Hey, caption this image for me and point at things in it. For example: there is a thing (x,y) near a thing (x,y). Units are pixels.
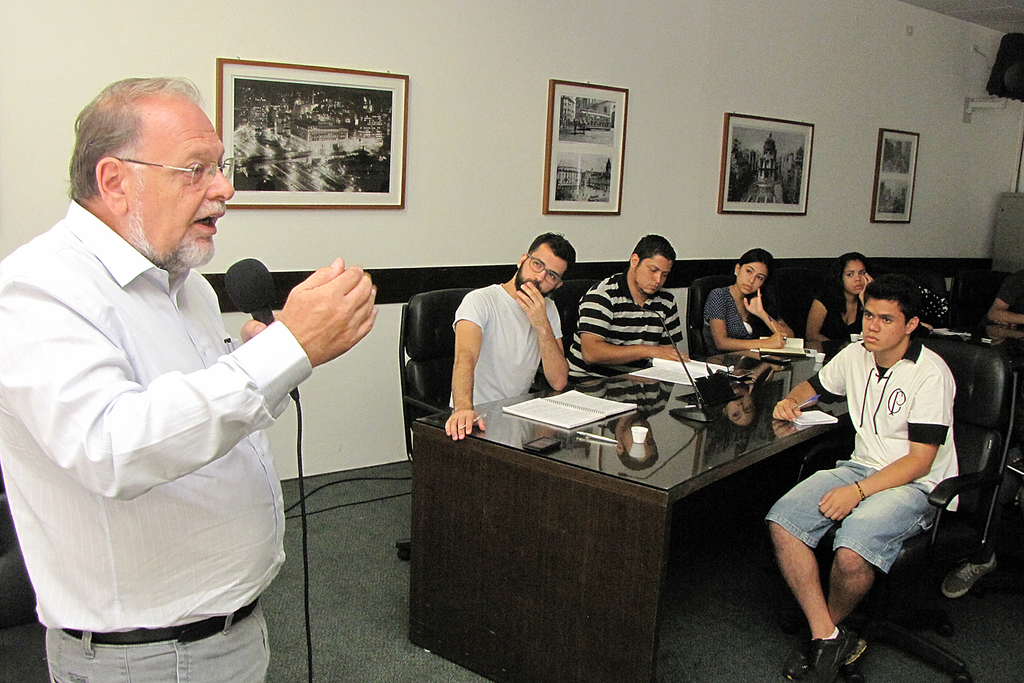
As we can see in the image, there are few people (602,295) sitting around table (497,404) on chairs (916,566) and the man (182,563) who is standing on the left (198,365) is talking on mike (229,265) and on wall (482,91) there are four photo frames (329,142).
